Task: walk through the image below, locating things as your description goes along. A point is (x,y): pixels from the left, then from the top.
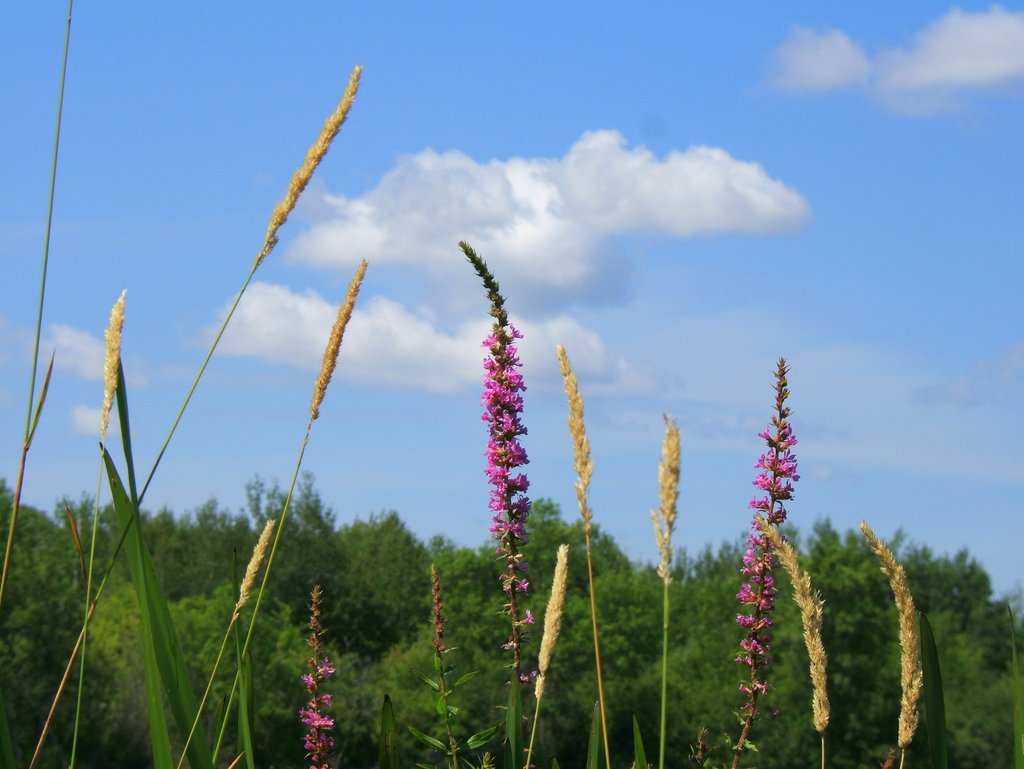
In this picture we can see flowers (511,434) to the stems (83,556), behind the flowers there are trees (332,567) and a sky (463,206).
